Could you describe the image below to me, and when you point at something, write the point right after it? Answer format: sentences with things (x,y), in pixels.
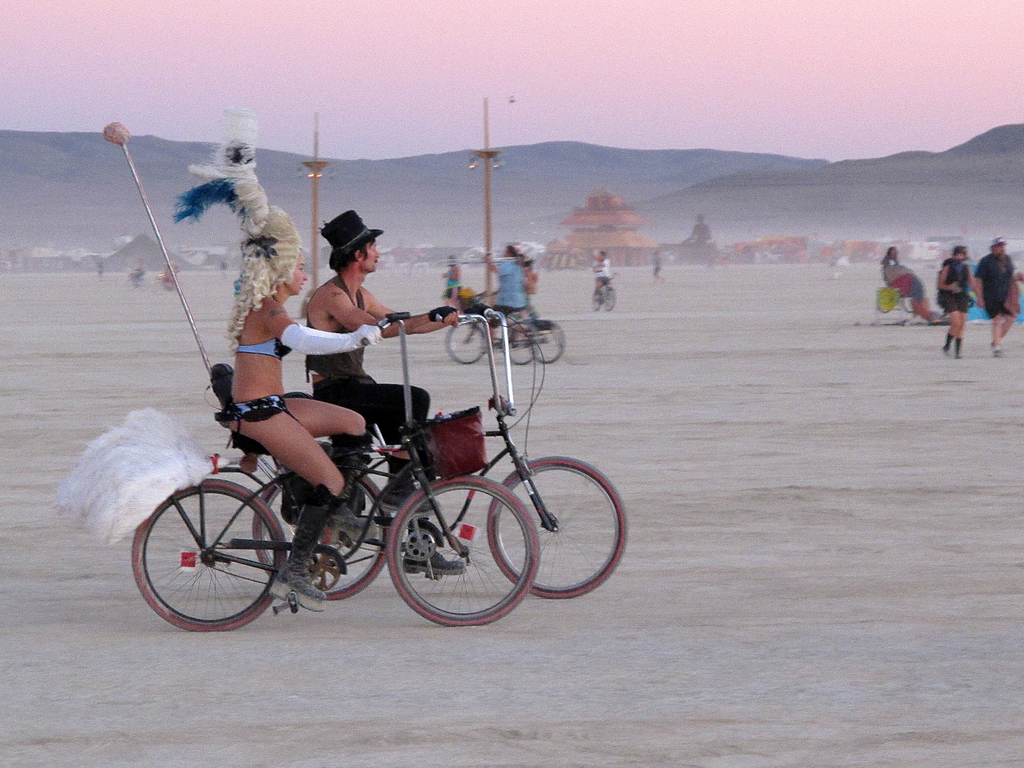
In this image I can see one man (344,317) and one woman (264,359) are riding their bicycles (457,526) on the road (443,643). On the right side of the image (978,286) there are two persons (1013,295) are walking on the road (975,341). It seems like a playing ground (773,338). In the background (613,226) I can see a fort (619,220). On the top of the image (616,50) I can see the sky (394,42).
